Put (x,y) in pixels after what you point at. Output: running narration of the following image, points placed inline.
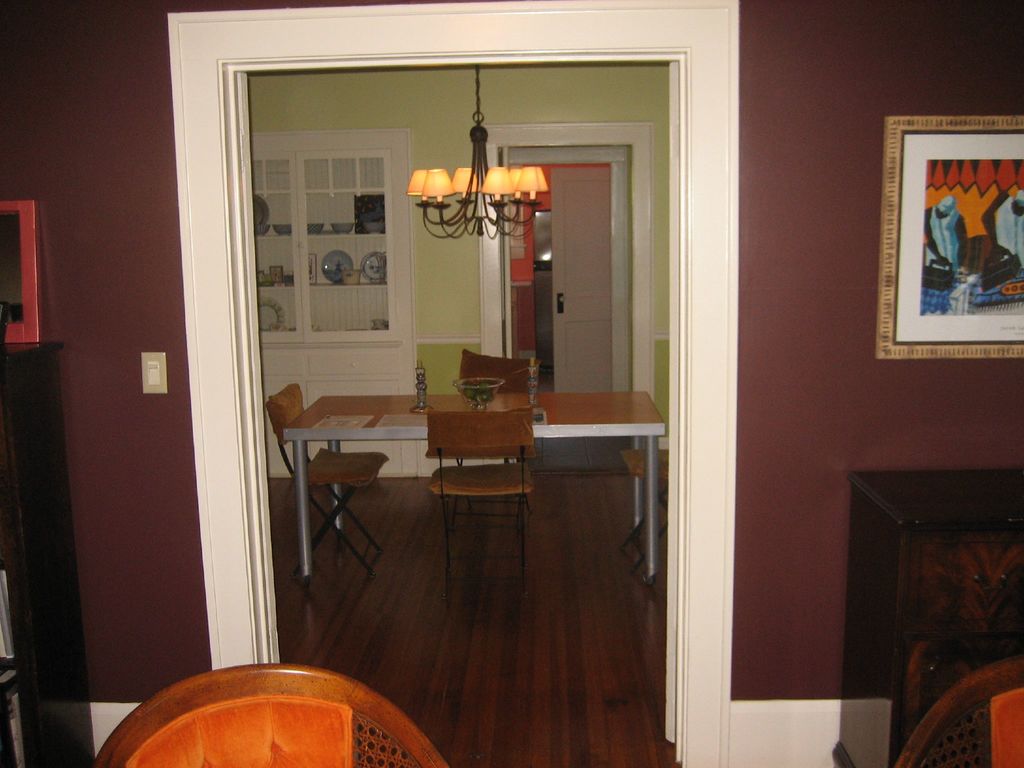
In the foreground (759,646), I can see chairs (307,707), door (593,315), wall painting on a wall (838,404) and a table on which some objects (422,381) are there. In the background (327,384), I can see a chandelier (512,191), shelves (388,141) in which utensils (375,264) are there and so on. This picture might be taken in a room (459,612).
